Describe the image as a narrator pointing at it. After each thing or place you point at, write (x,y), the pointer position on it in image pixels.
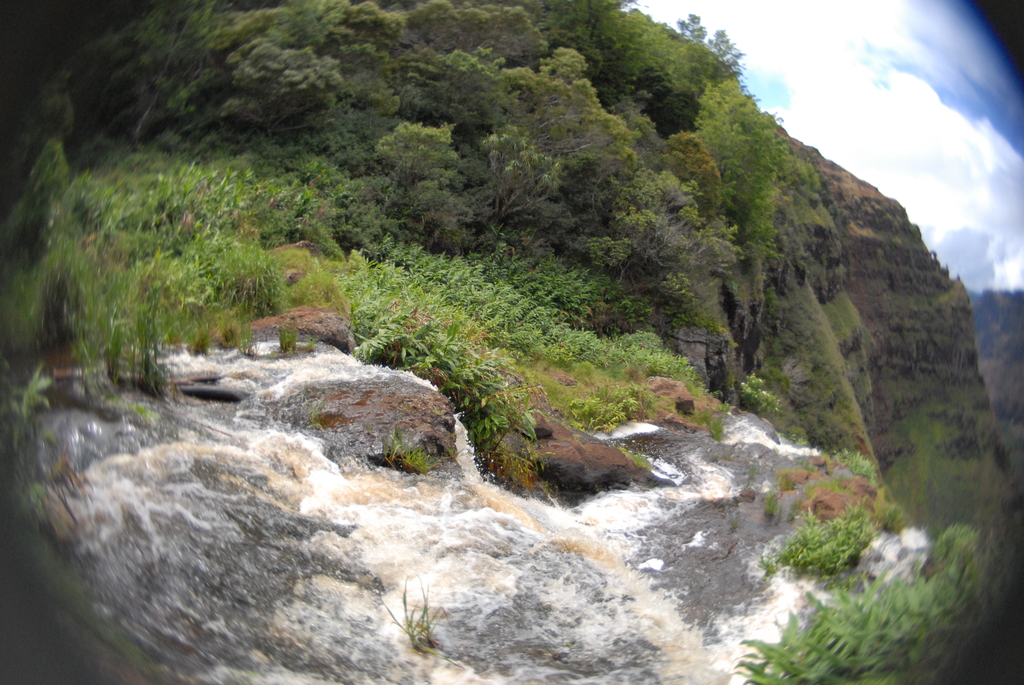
In this image in the front (539,512) there is water (353,527). In the background (460,237) there are trees (634,242), mountains (854,286) and the sky (900,122) is cloudy.
